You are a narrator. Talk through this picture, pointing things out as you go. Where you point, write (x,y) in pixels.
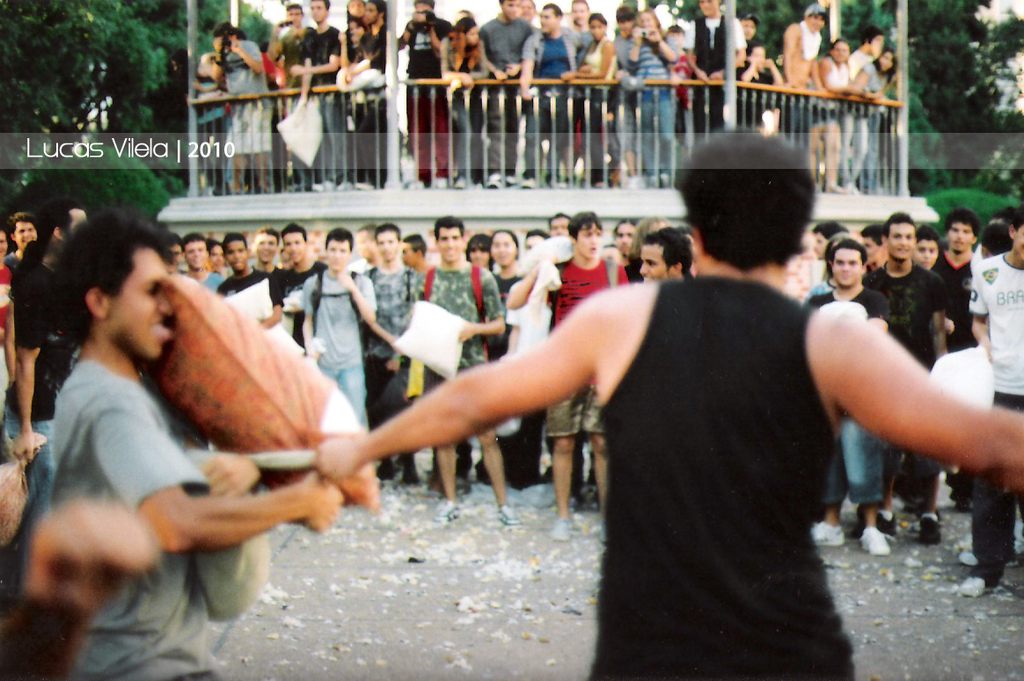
As we can see in the image there are group of people (409,363) here and there, fence (540,86), building (450,199) and in the background (121,125) there are trees (1007,180).
